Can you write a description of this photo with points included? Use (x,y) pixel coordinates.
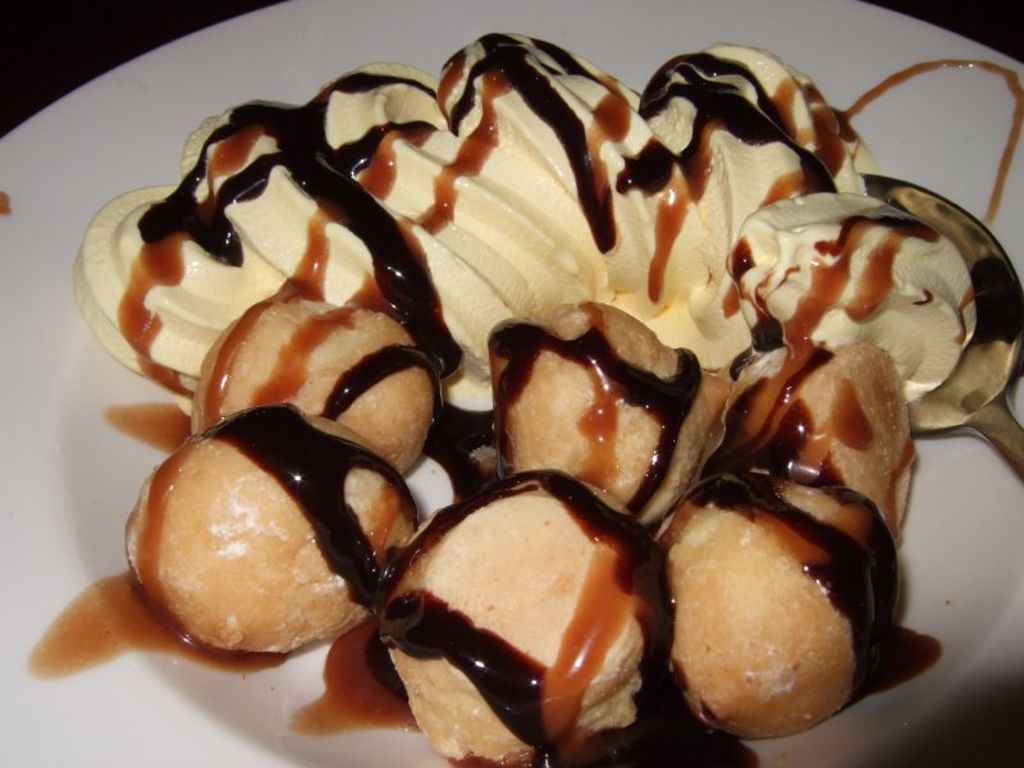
In this picture I can see food items (610,461) and a spoon (912,209) on the plate (958,58).
